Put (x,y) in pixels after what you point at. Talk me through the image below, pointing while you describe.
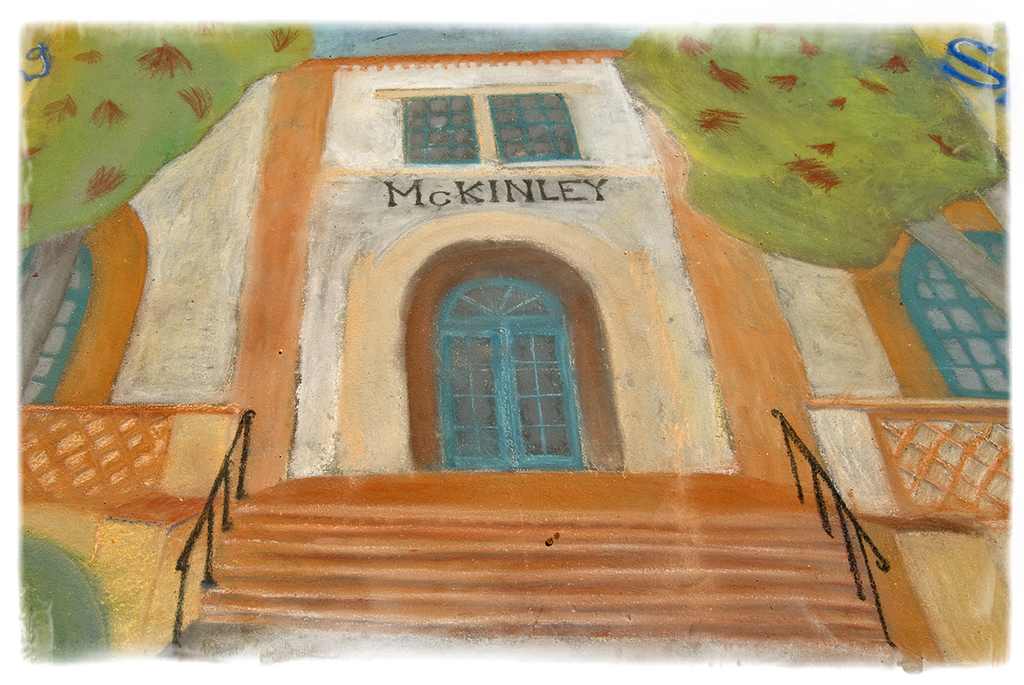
This image is a painting. In this image we can see a building (885,419) and there are stairs (468,583). We can see doors (439,336) and there are railings (898,418). We can see trees (922,94).
